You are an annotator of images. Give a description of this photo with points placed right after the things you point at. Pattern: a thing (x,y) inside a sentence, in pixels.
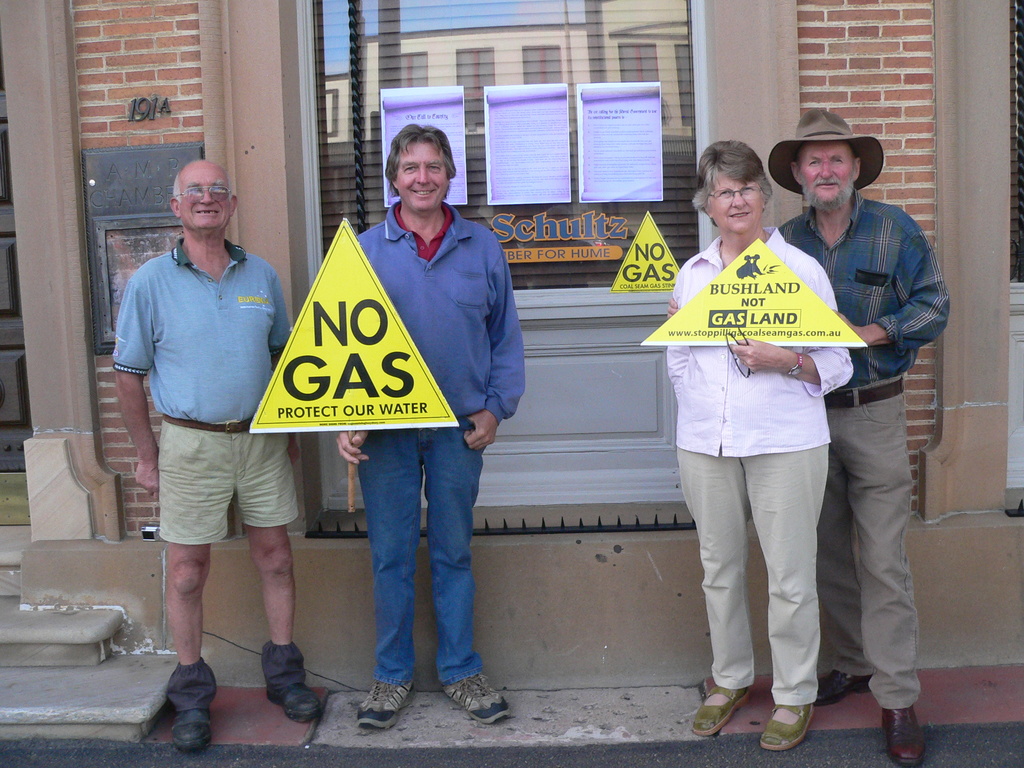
In this image, we can see persons (780,455) wearing clothes (223,409) and standing in front of the wall (799,107). There are two persons (469,367) in the middle of the image (467,352) holding boards (707,329) with their hands (760,362). There is a window (630,60) at the top of the image (600,78).
